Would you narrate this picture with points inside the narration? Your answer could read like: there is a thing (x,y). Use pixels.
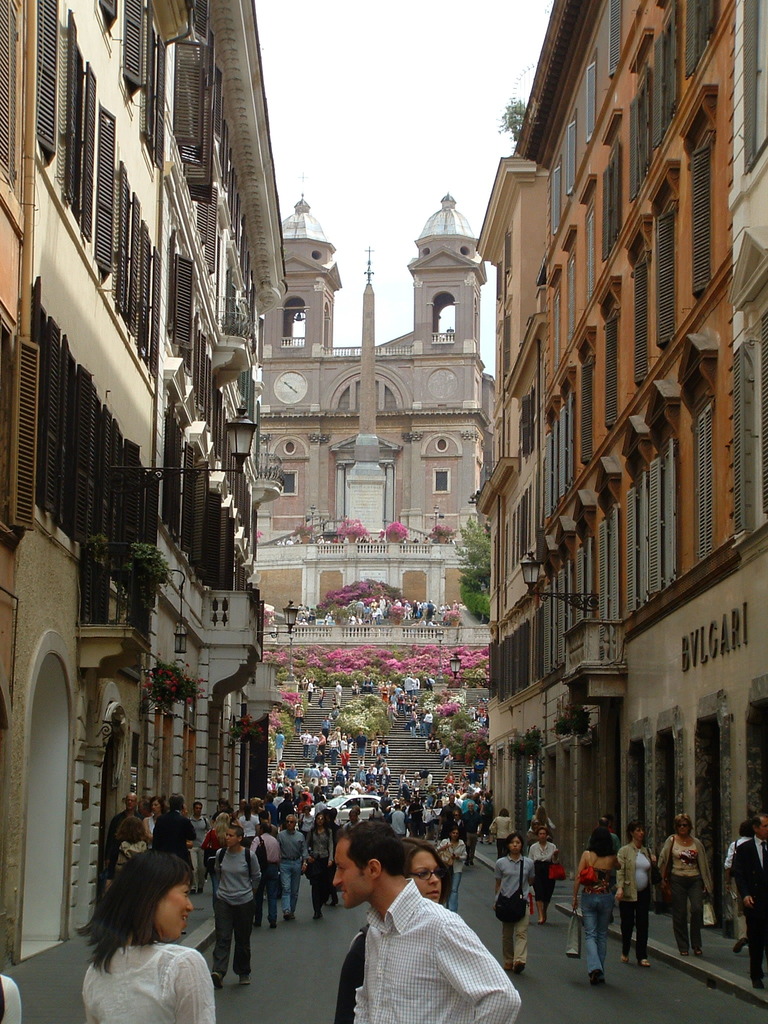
In this picture I can see the church (453,211) and buildings (605,552). At the bottom (88,1013) I can see many people (367,952) were walking on the road (314,955). In the center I can see the pillar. Beside that I can see the trees (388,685) and plants (480,657). At the top (349,142) there is a sky (349,142).
